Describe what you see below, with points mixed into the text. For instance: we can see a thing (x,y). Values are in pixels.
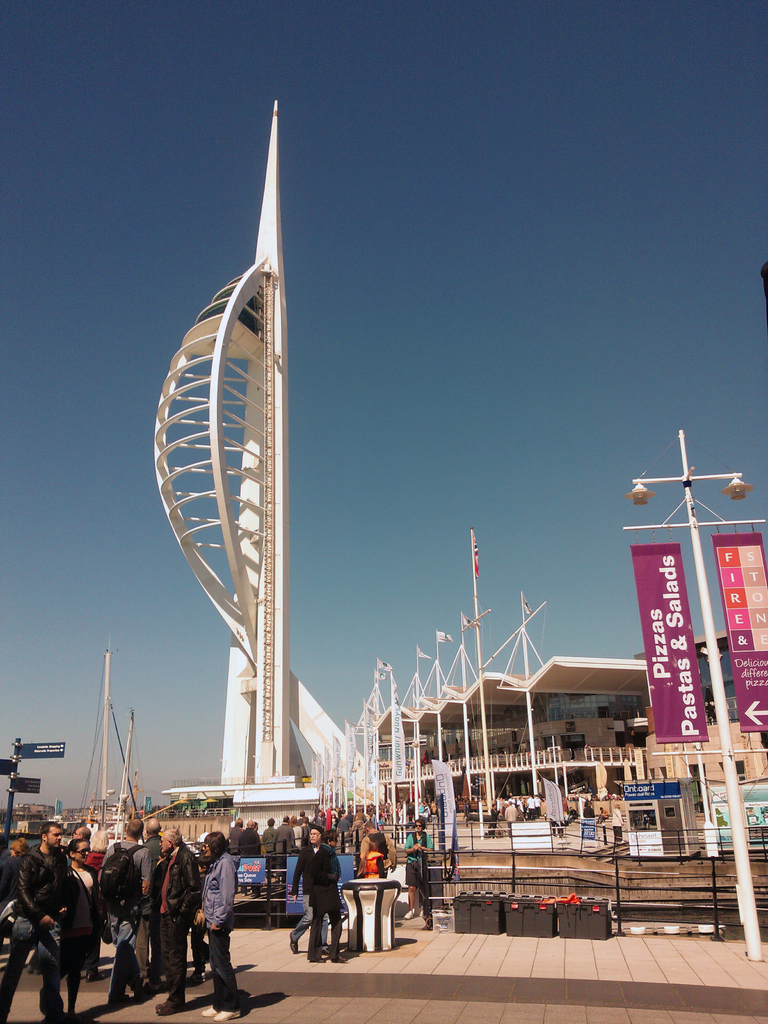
In this image, there are a few people (533,812) and tents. We can see the ground (523,944) with some objects (522,898). There are a few poles (746,888). We can see some boards (739,684) with text (738,611). We can see an architecture (214,525) and the fence (510,836). We can see the sky (45,399).
